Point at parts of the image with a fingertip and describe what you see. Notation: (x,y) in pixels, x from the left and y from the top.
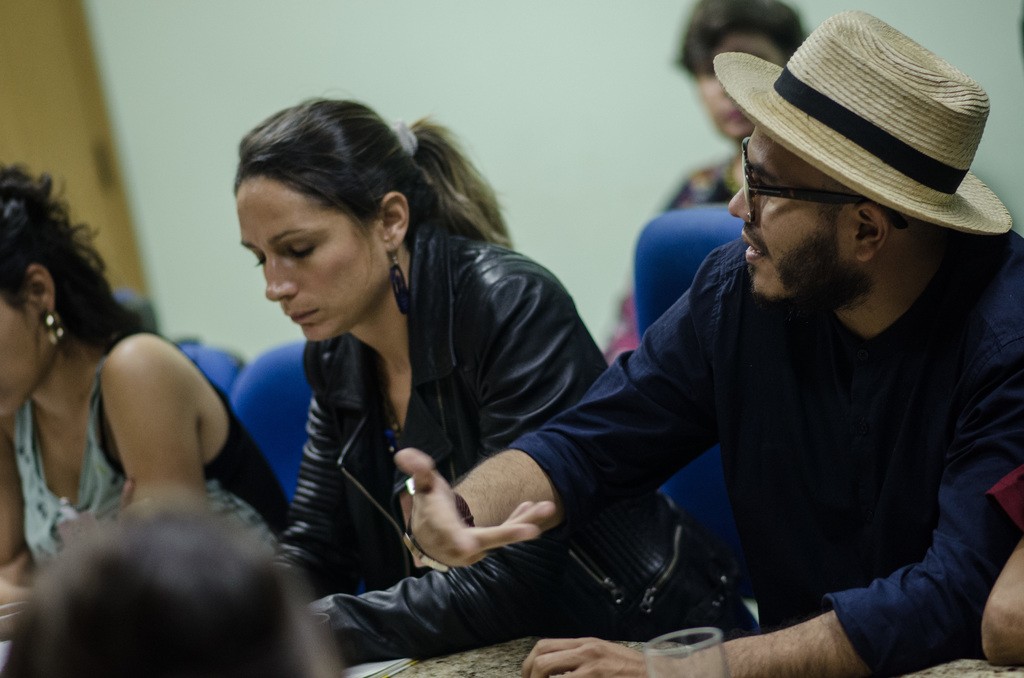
In this picture there is a woman (513,426) who is wearing black jacket (571,376), beside her we can see a man (987,210) who is wearing hat (848,66), spectacle (744,153), t-shirt (793,436) and watch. He is sitting near to the table (487,677). On the table (445,666) we can see papers (403,668) and glass (717,656). On the left (12,257) we can see another woman (162,490) who is sitting on the blue chair (276,474). In the bottom left corner (276,601) we can see the person's head (232,610). In the back (717,32) there is a woman (729,108) who is sitting near to the wall (560,72). At the top left corner (63,124) there is a door (56,64).
